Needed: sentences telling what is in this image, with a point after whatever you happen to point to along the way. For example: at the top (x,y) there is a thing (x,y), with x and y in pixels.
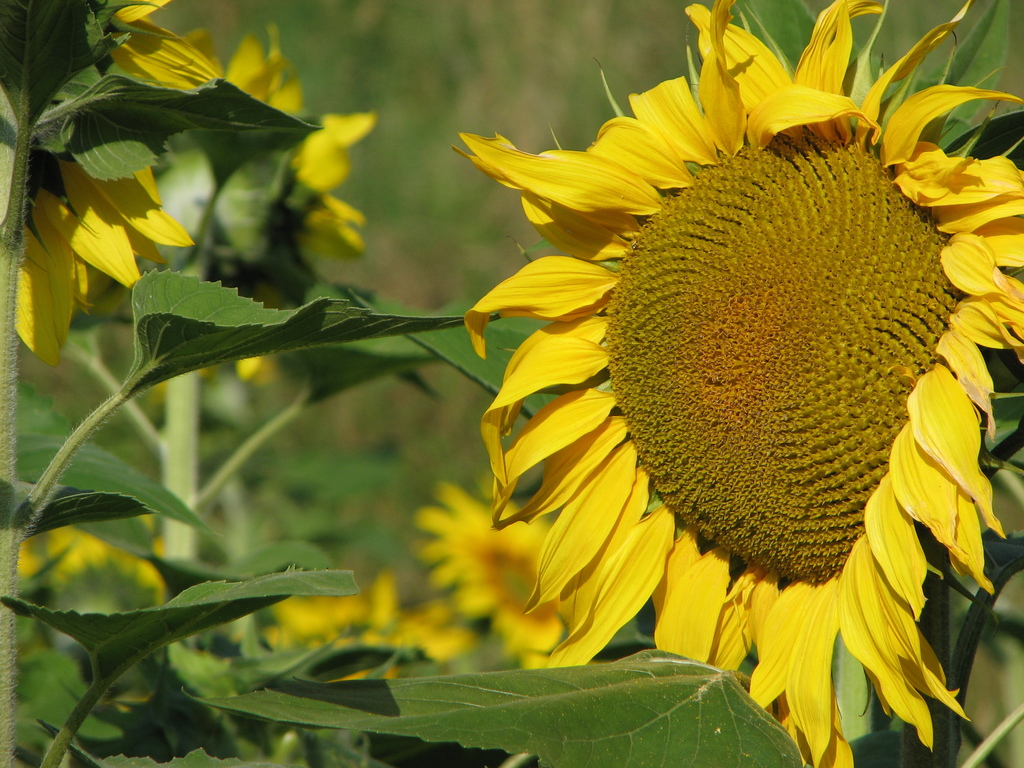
In this image I see number of plants (694,166) on which there are flowers (726,247) which are of yellow and brown in color and I see that it is blurred in the background (536,252).
